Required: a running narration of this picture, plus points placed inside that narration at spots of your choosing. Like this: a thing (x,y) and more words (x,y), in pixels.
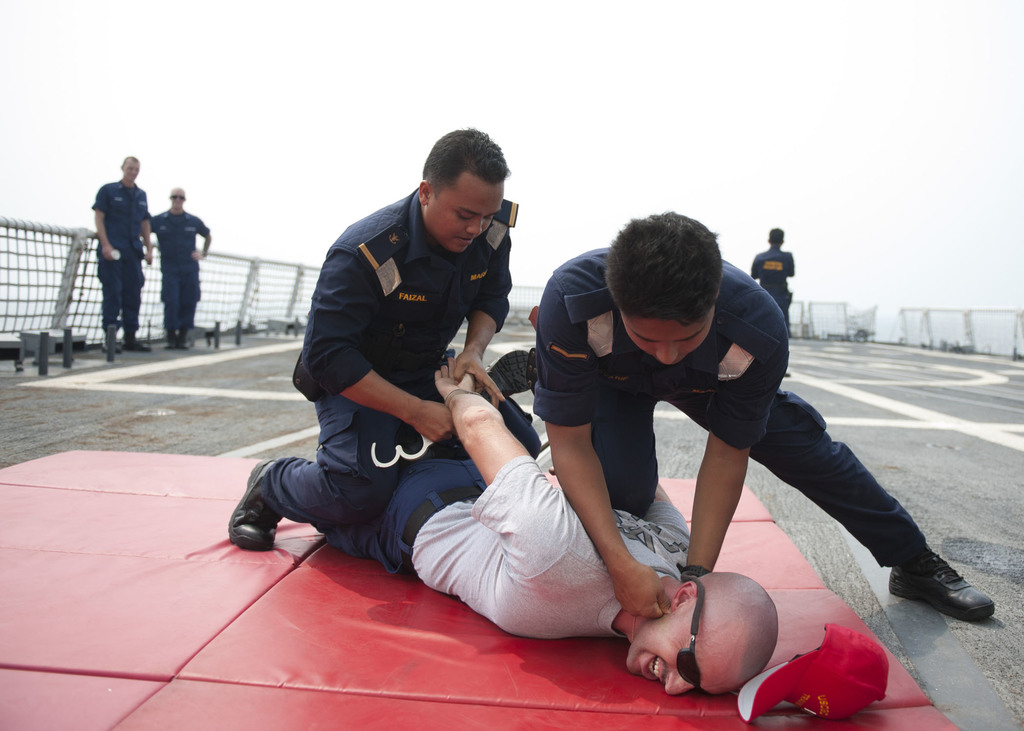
In this image there are two people (564,399) who are holding one person (512,546), and there is one person (509,559) who is lying. At the bottom (290,662) there is walkway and some carpets (395,639) and cap (810,676), and in the background (129,292) there are some people (116,294) and there is a railing (97,315) and some objects (112,326).
